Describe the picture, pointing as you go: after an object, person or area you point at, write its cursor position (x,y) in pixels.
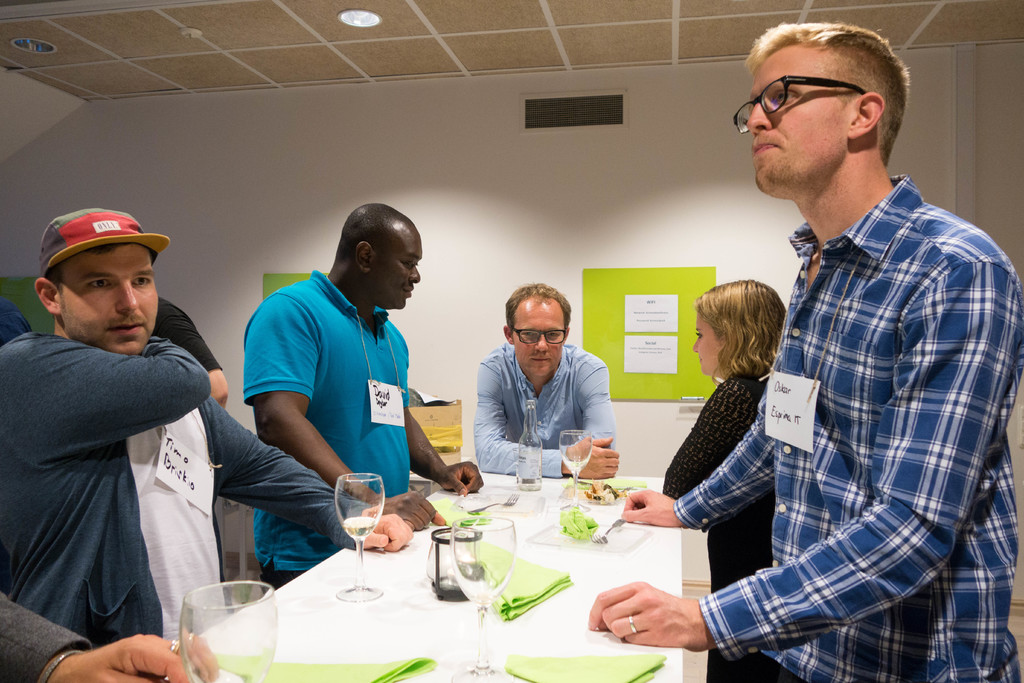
There is a table (291,601) with wine glasses (360,524) and napkins (338,669) placed on it. People (774,575) standing around the table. On the left side (102,349) there is man (113,318) with a cap (113,239) and followed by another man (378,266) and a woman (721,391) on right side (733,346) with blonde hair (731,342). Ceiling (352,58) has two lights (358,21) over here. There is an exhaust vent (579,112) on the wall (583,147).
